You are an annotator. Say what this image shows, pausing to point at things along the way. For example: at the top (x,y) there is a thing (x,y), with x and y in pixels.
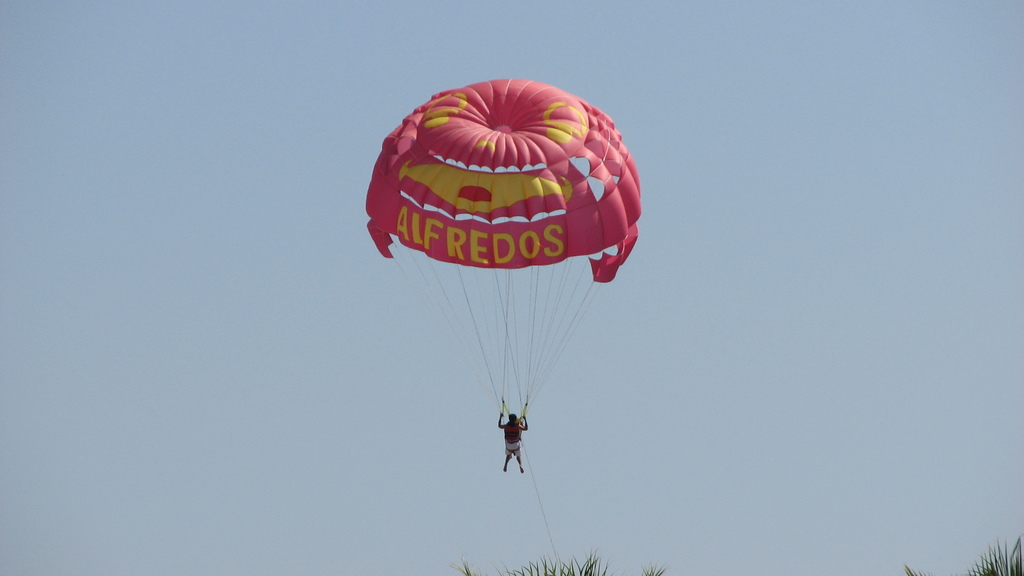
In this image, we can see a person (510,433) riding on parachute (534,203). In the background of the image (699,219), there is a sky (344,442).
